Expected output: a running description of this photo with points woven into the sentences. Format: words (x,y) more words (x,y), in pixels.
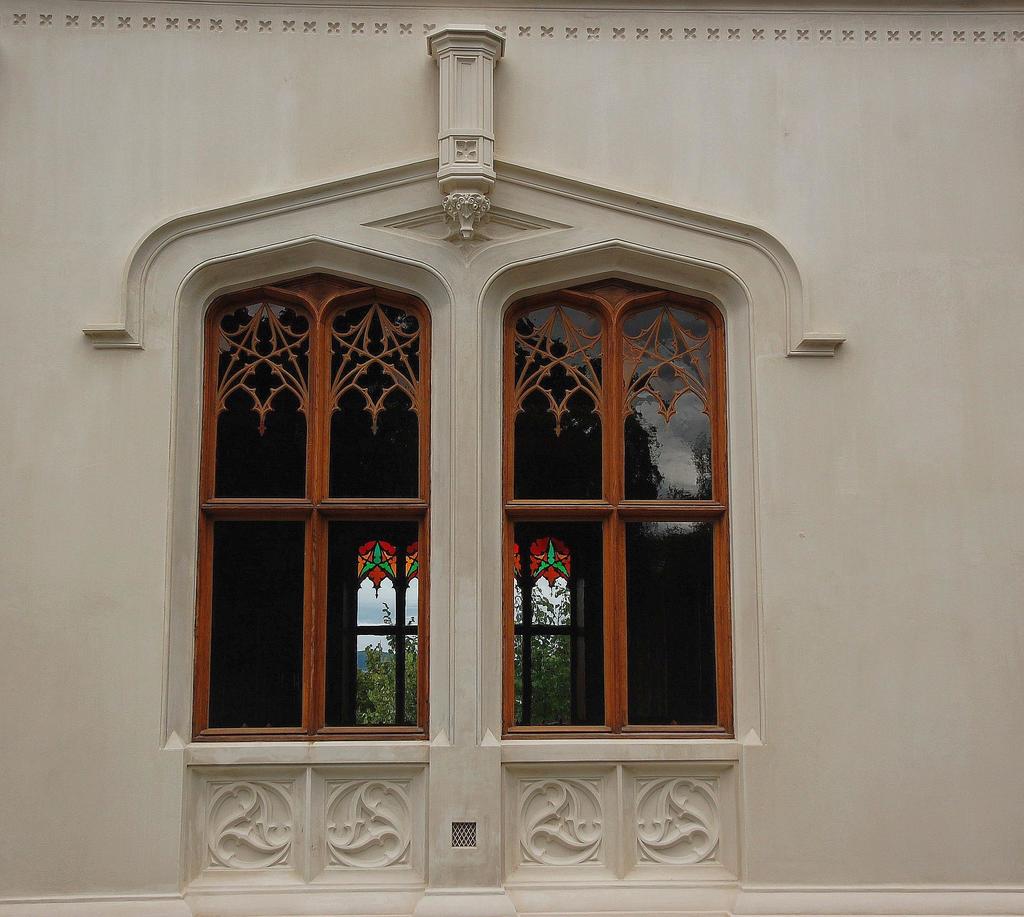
In this image we can see the wall (763,814), glass windows (384,618) through which we can see trees (409,700) and sky (369,623) in the background (378,637).
